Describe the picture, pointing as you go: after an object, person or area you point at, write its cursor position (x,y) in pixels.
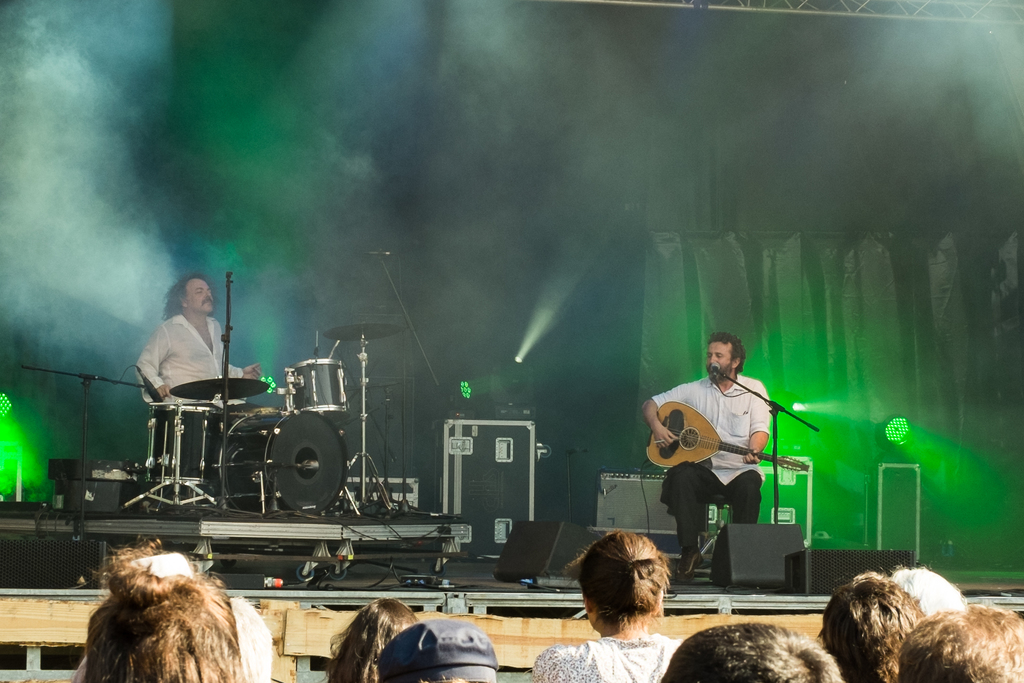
In the image we can see there is a man (736,441) who is sitting and he is holding a guitar (715,448) in his hand (655,435) and beside him there is a man (200,297) who is playing a drum set (282,421) and in front of them there are people (764,647) who are looking at them.
